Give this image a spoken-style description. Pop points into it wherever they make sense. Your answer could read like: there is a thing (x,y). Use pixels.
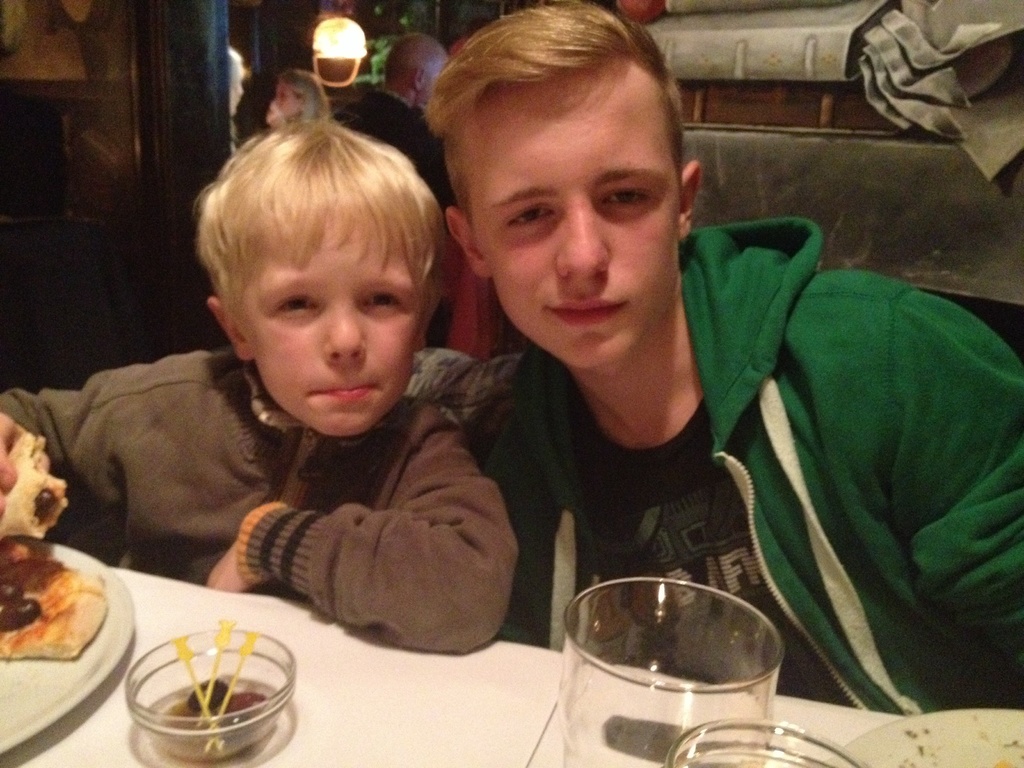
In this image in the front (701,727) there are glasses (623,717), plates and there is food (55,621). In the center (600,488) there are persons (663,453) sitting and there is a boy (298,450) holding food (60,482) in his hand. In the background (280,73) there are persons (313,78) and there is an object (116,135) which is brown in colour. On the right side (832,97) in the background (841,92) there are objects (832,97) which are white and brown in colour.
